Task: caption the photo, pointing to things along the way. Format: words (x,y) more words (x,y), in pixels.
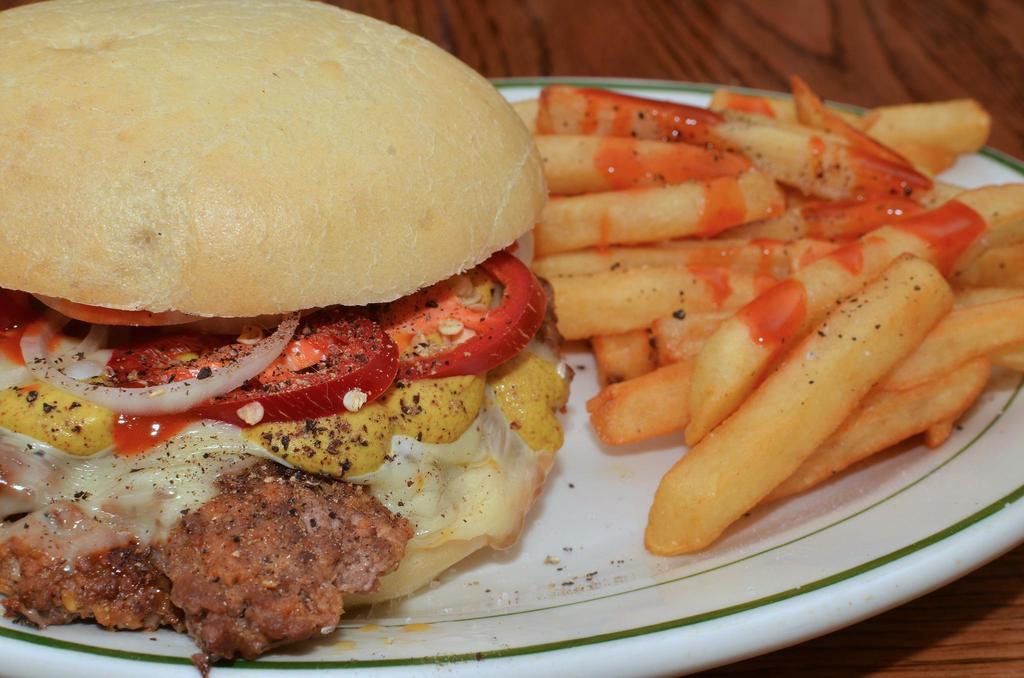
In this image there is a burger (471,328) and fries (736,472) on a plate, the plate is on the table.
